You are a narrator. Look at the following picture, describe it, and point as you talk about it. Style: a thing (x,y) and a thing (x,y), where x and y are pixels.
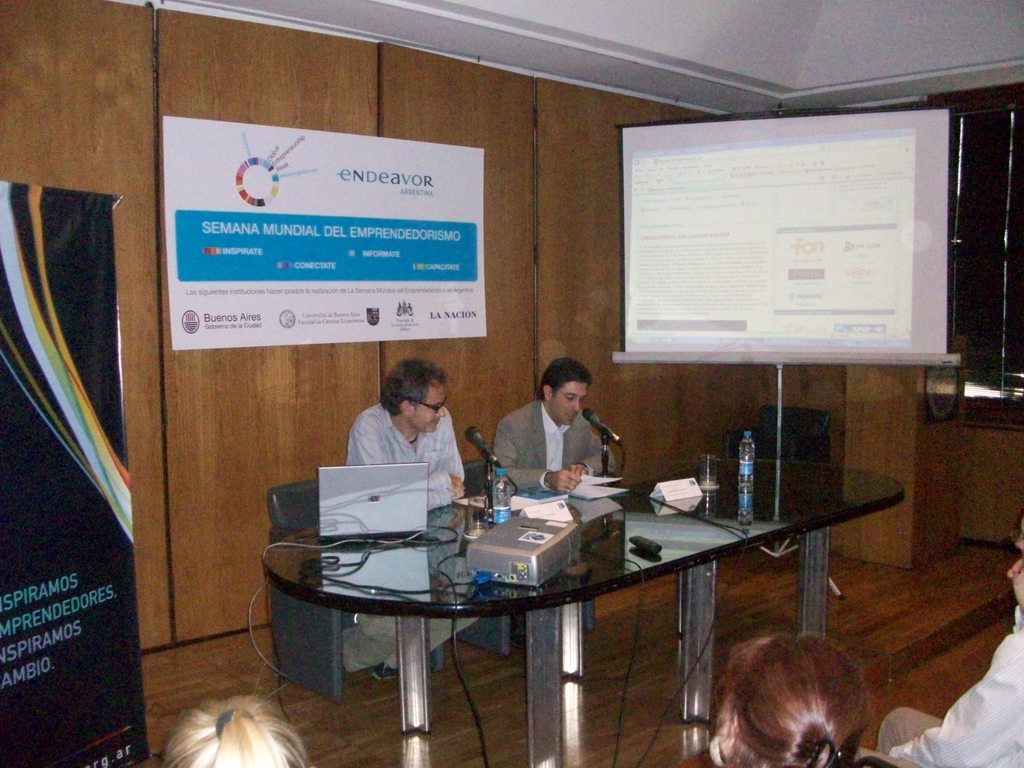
Two men (407,408) sitting on chairs (307,499). In front of them there are two mics (600,428). And on the table (577,562) there is a projector (492,529), a laptop (349,494), wires (365,553), water bottle (750,482), a glass (703,459) and a papers (608,480). And we can also see the screen (753,231). To the back of them there is a poster (312,208). And to the left of the picture (55,491) we can see a poster (59,490). And we can see some people (790,723) are sitting. To the right corner (987,294) there is a window (987,291).
